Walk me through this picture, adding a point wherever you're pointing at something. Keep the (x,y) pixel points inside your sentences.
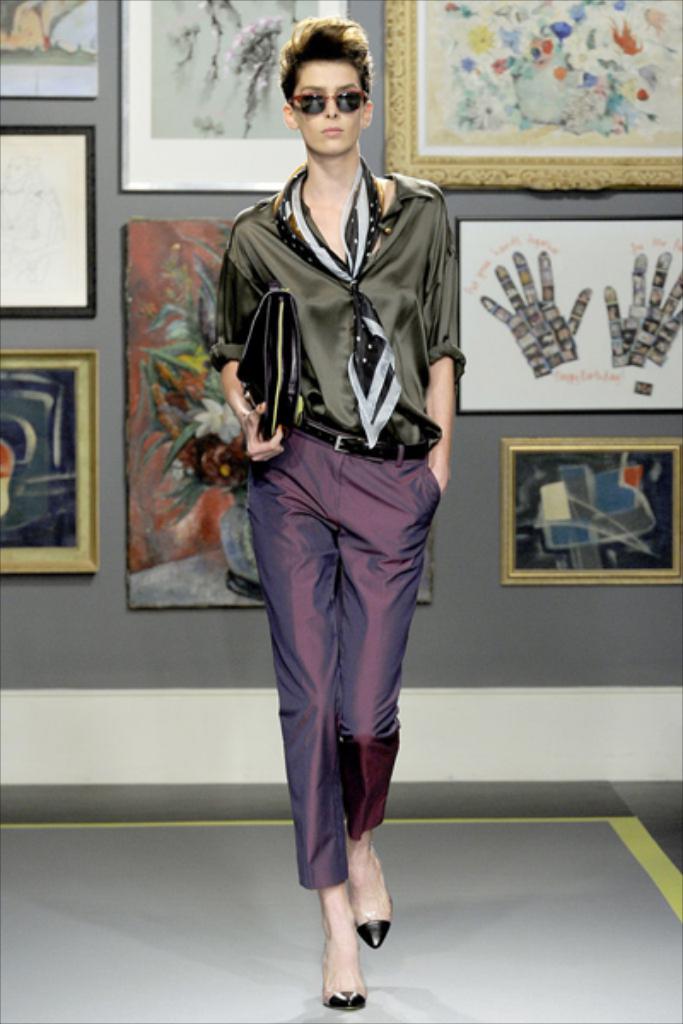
In this image we can see a woman (415,446) standing on the floor (428,887) holding an object (298,432). On the backside (175,474) we can see some photo frames (193,605) on a wall (446,636).
